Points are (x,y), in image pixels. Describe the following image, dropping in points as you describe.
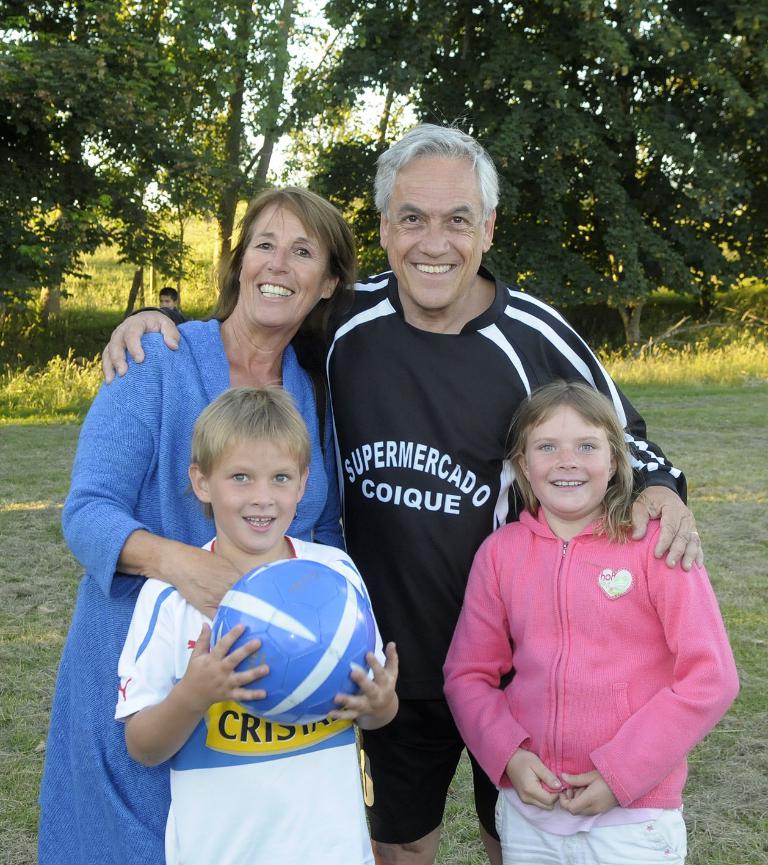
This is a picture taken in the outdoors. There are four persons (518,536) standing on the ground (687,829). The boy (251,799) in white t shirt (261,793) was holding a blue ball (284,651). Behind these people (264,465) there is other person (164,304) is standing and trees (548,113).
